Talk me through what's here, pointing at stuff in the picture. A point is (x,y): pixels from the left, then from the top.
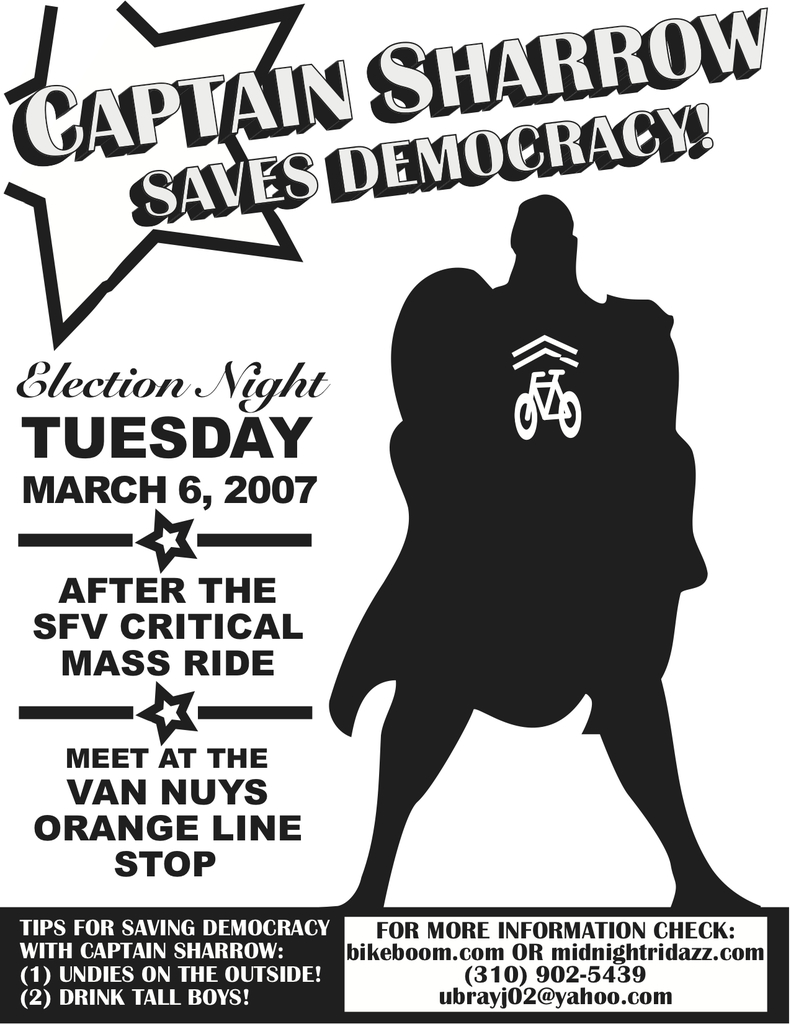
It is a edited image. In this image there is a depiction of a person (551,485). At the left side of the image (137,450) there is some text (117,798) written on it.
